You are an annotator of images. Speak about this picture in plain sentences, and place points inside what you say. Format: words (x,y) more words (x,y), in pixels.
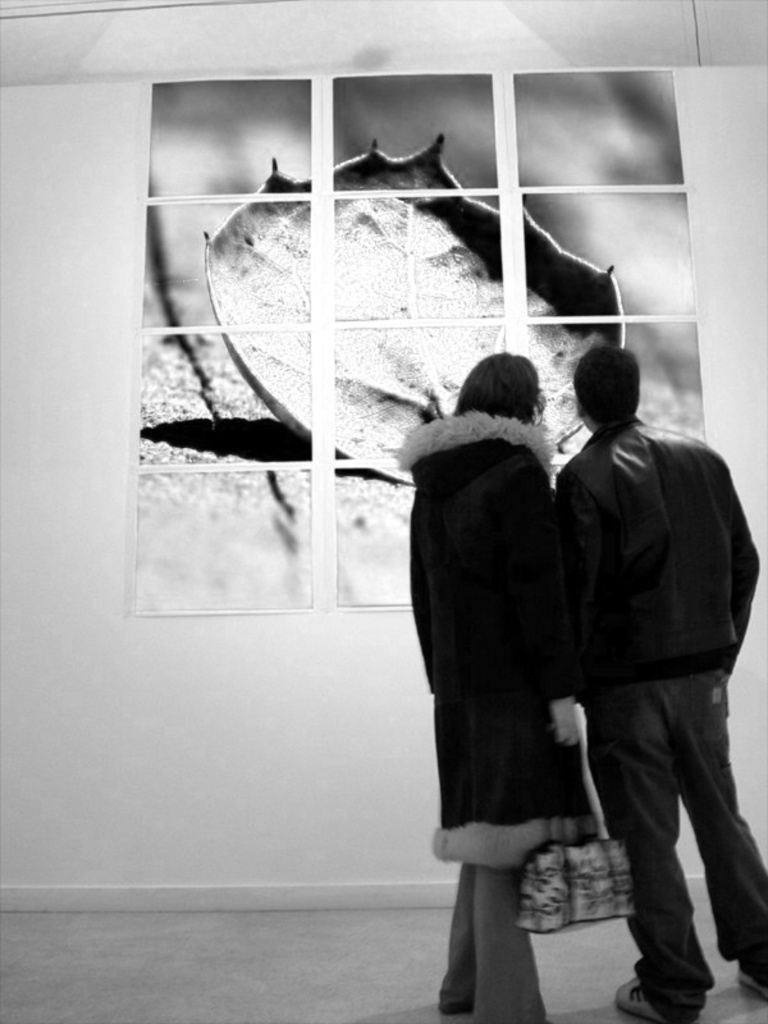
It is a black and white image. On the right side of the image (663,771), we can see two persons (582,705) are standing. Here a person (576,769) holding a bag (582,889). Background there is a poster (265,370) on the wall (241,705).
